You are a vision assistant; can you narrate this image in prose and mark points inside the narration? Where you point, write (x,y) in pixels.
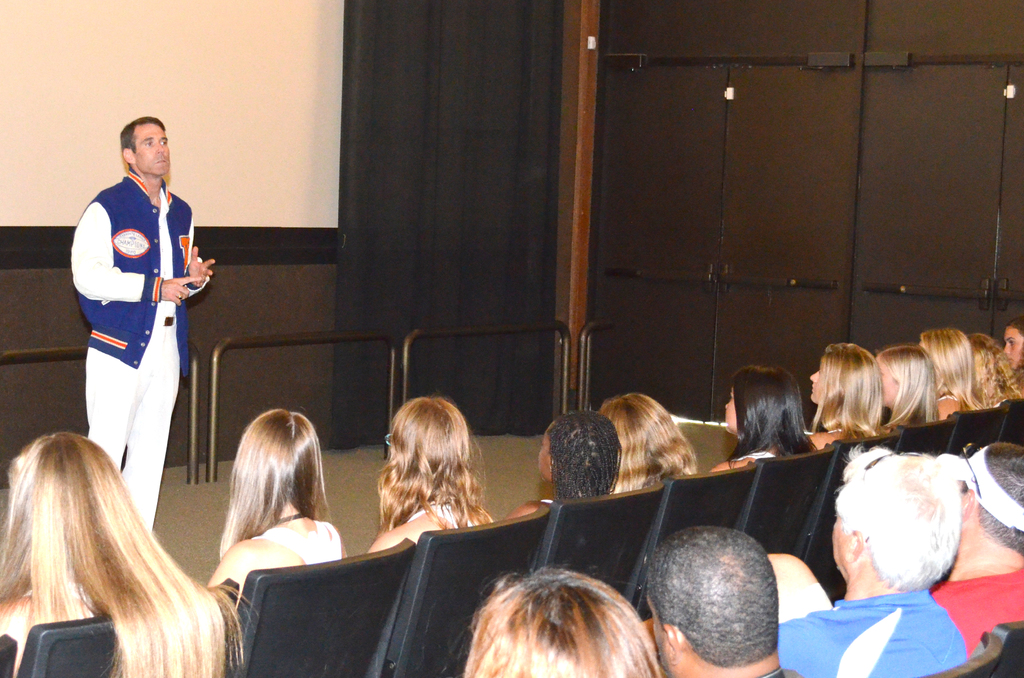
This image is taken indoors. In the background (315,413) there is a wall (288,273) and there is a screen (99,127) on the wall (268,357). At the bottom of the image (762,595) many people (866,648) are sitting on the chairs (646,489). On the left side of the image (125,326) a man (113,306) is standing on the floor (702,451) and talking.
